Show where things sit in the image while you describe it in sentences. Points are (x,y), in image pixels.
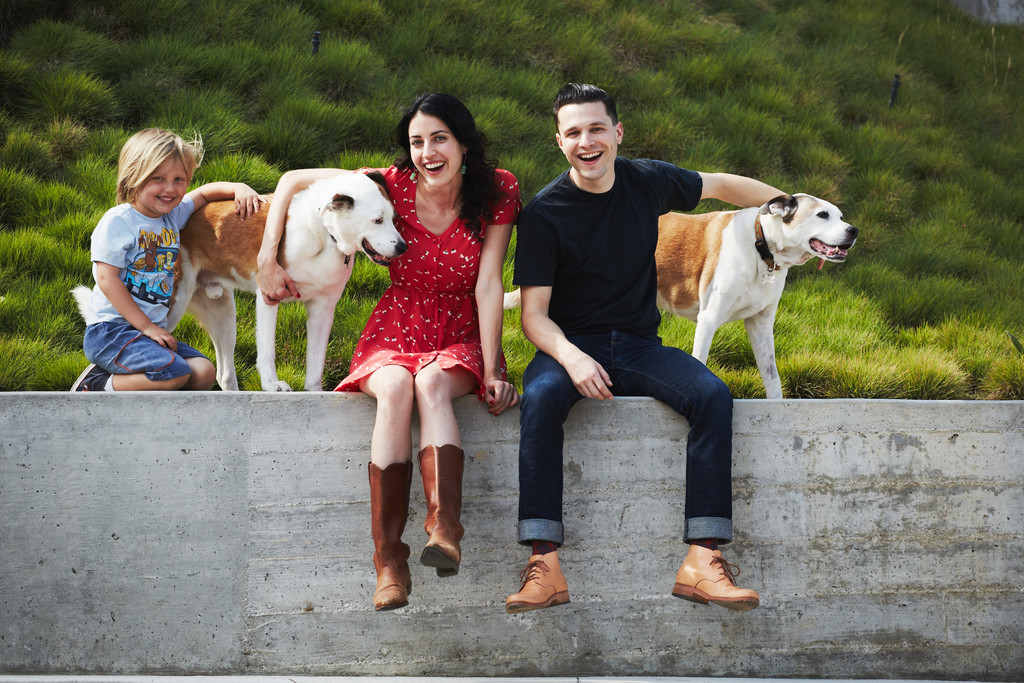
This is the picture of 2 persons (604,123), 1boy (150,177) and 2 dogs (298,280) sitting in the wall (925,577) and the back ground (713,155) there is a grass (196,328).
